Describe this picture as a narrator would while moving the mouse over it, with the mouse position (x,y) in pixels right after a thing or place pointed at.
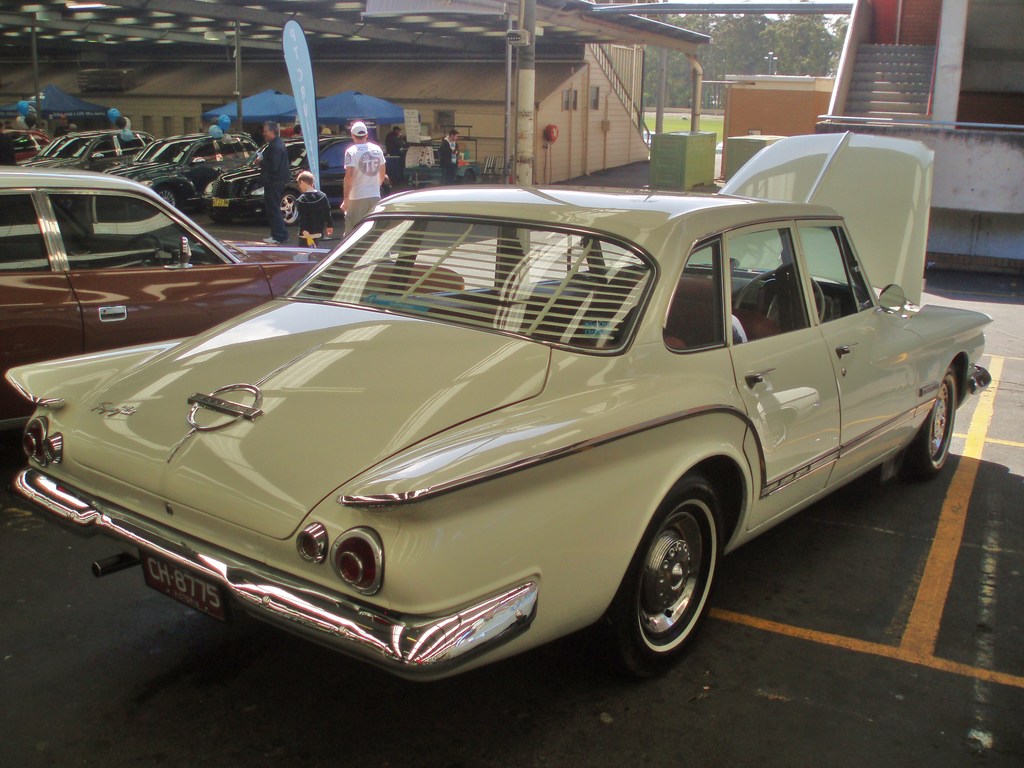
There are many cars (214,174). Also there are few people (278,189). In the back (365,41) there are buildings (932,135), tents (364,103) and poles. Also there are steps (889,69) for the building (963,106) on the right side (857,90). In the background (750,53) there are trees (829,73).
